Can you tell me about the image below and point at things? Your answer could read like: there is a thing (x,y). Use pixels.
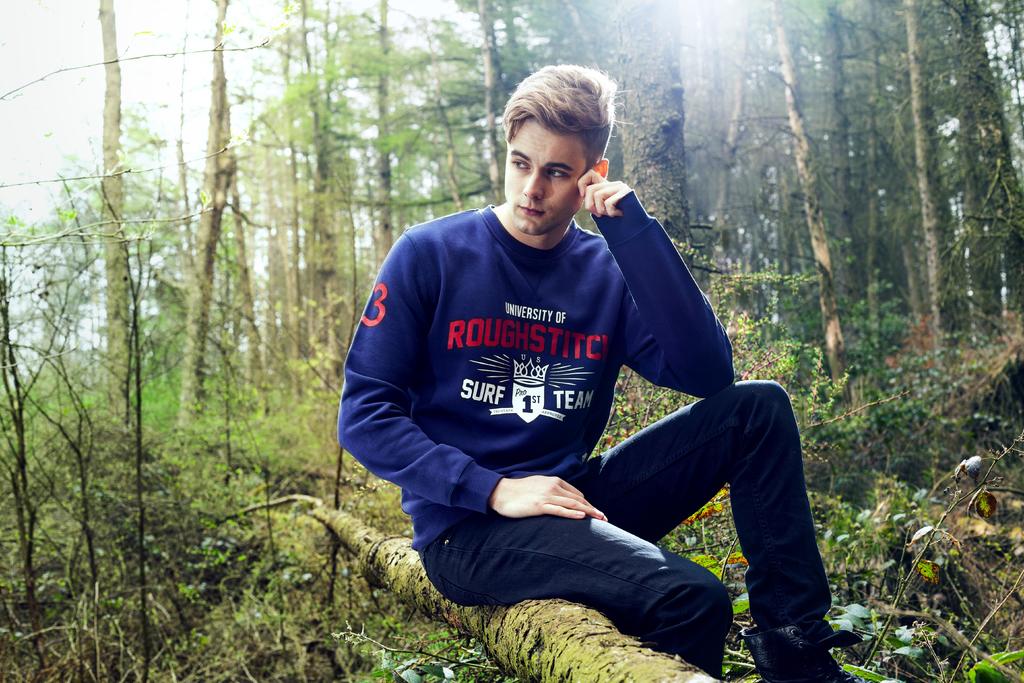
In this image we can see a man (562,442) sitting on the wooden log (439,599). We can also see some plants (155,550), a group of trees (141,521), the bark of the trees (709,98) and the sky (97,164).
